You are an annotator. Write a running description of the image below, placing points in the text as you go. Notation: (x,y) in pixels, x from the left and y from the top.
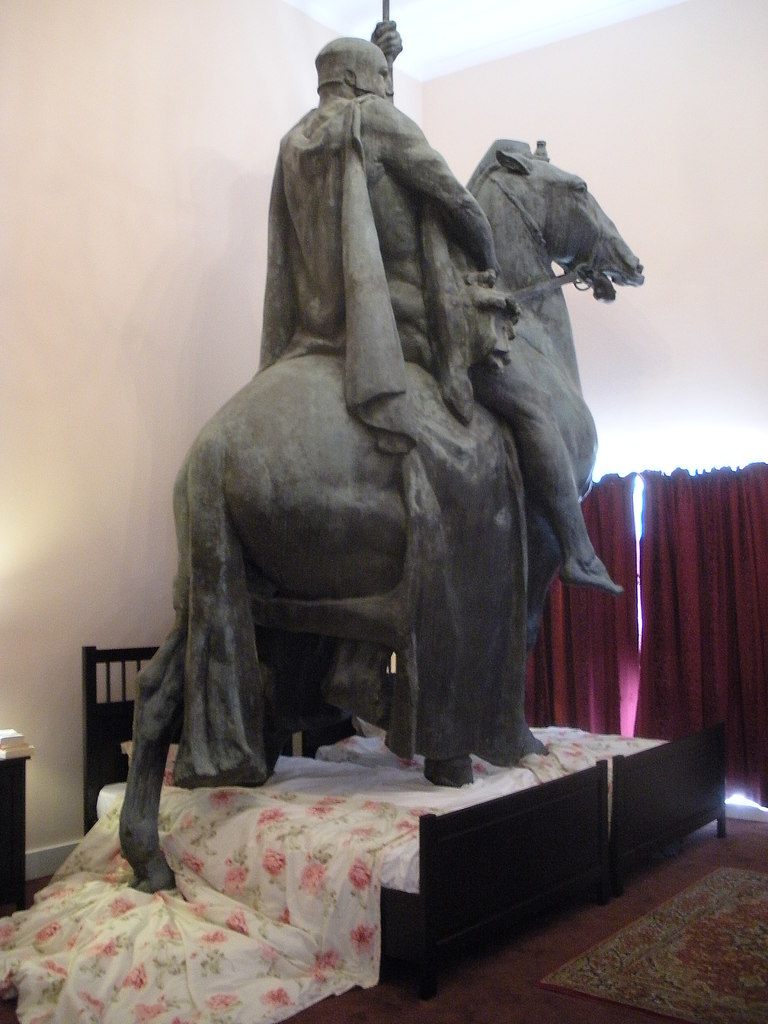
I can see this image a statue (308,504) on a bed (373,847). I can also see there is a wall (94,339) and curtain (700,655).
